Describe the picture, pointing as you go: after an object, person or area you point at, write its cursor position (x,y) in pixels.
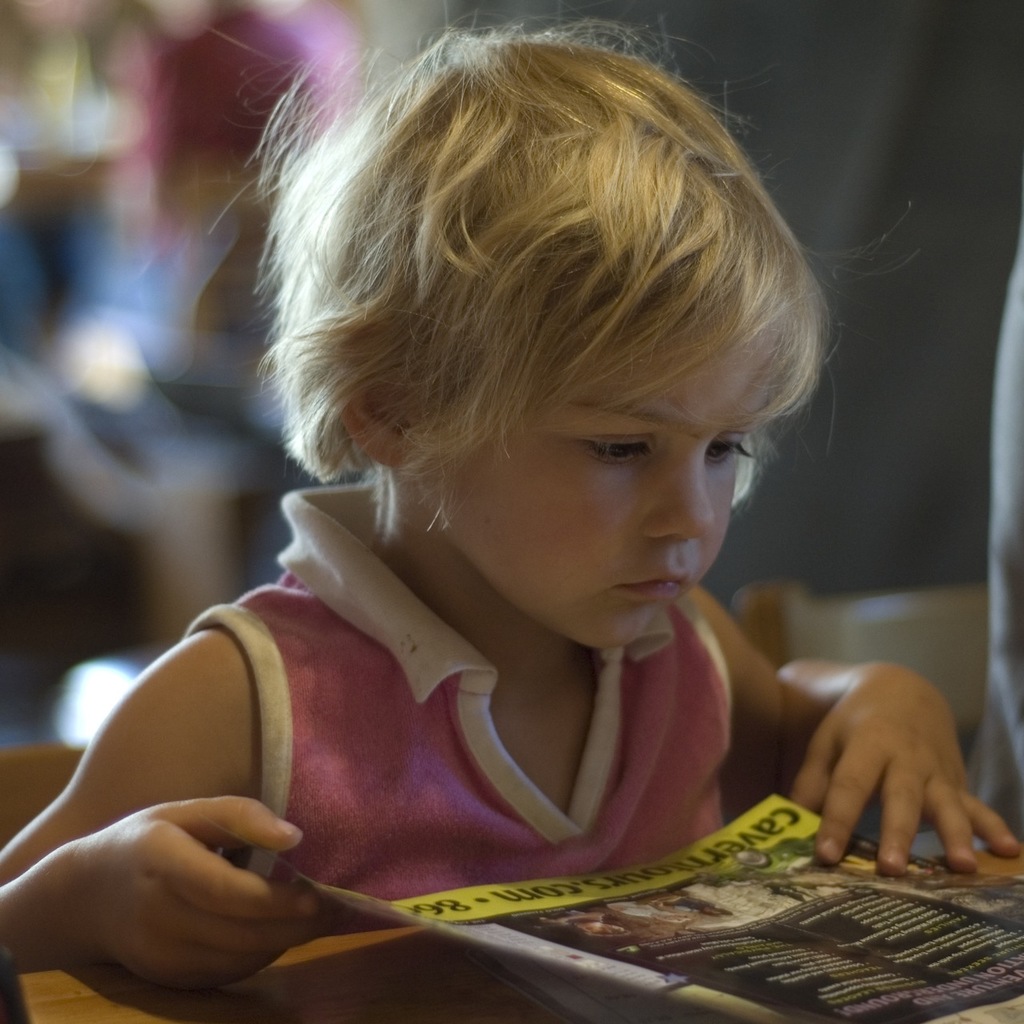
This image is taken indoors. In this image the background (121,635) is a little blurred. In the middle of the image (506,480) a kid (388,643) is sitting on the chair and he is holding a book (624,926) in his hands (940,796). At the bottom of the image (445,1009) there is a table (348,988).
